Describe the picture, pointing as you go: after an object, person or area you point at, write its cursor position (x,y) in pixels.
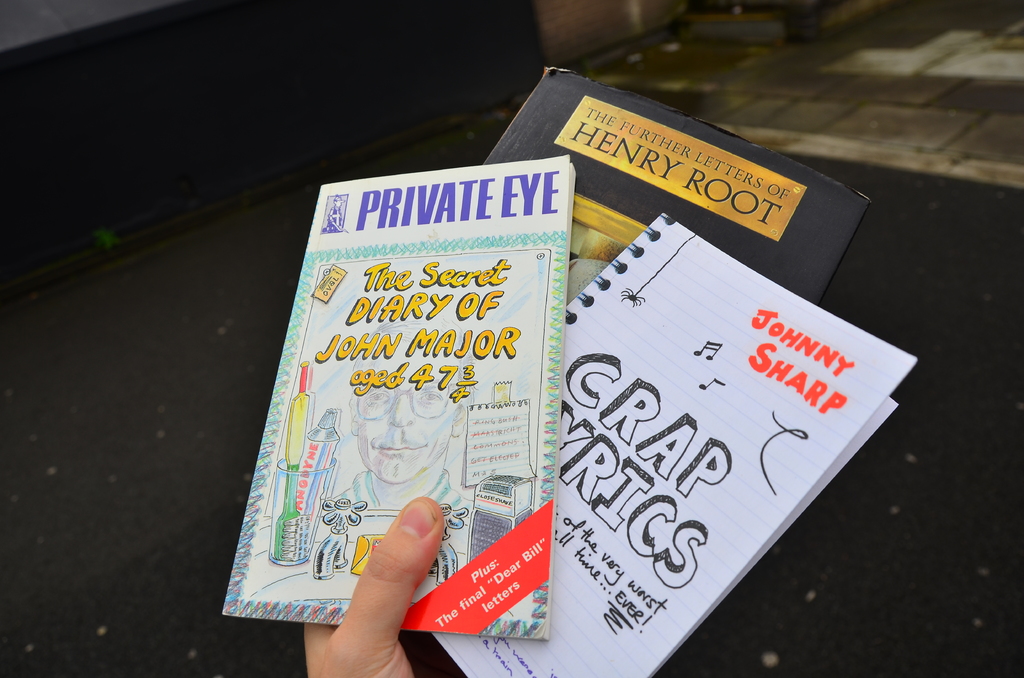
In this image I can see the person (405,527) holding the books (547,365). I can see something is written on the cover page (445,215) of the books (468,238). In the background (217,327) I can see the black and ash color surface (866,99).
